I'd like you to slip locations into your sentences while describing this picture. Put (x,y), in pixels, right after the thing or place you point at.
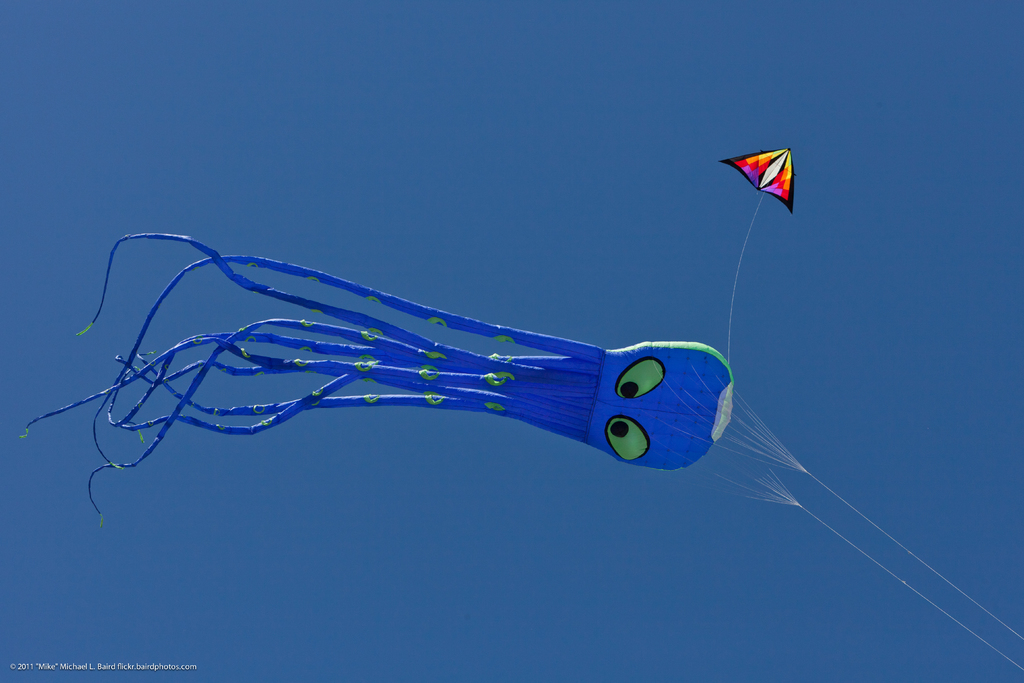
In the image there is an air filled balloon (578,371) and a kite (783,201) are flying in the air (206,503).
